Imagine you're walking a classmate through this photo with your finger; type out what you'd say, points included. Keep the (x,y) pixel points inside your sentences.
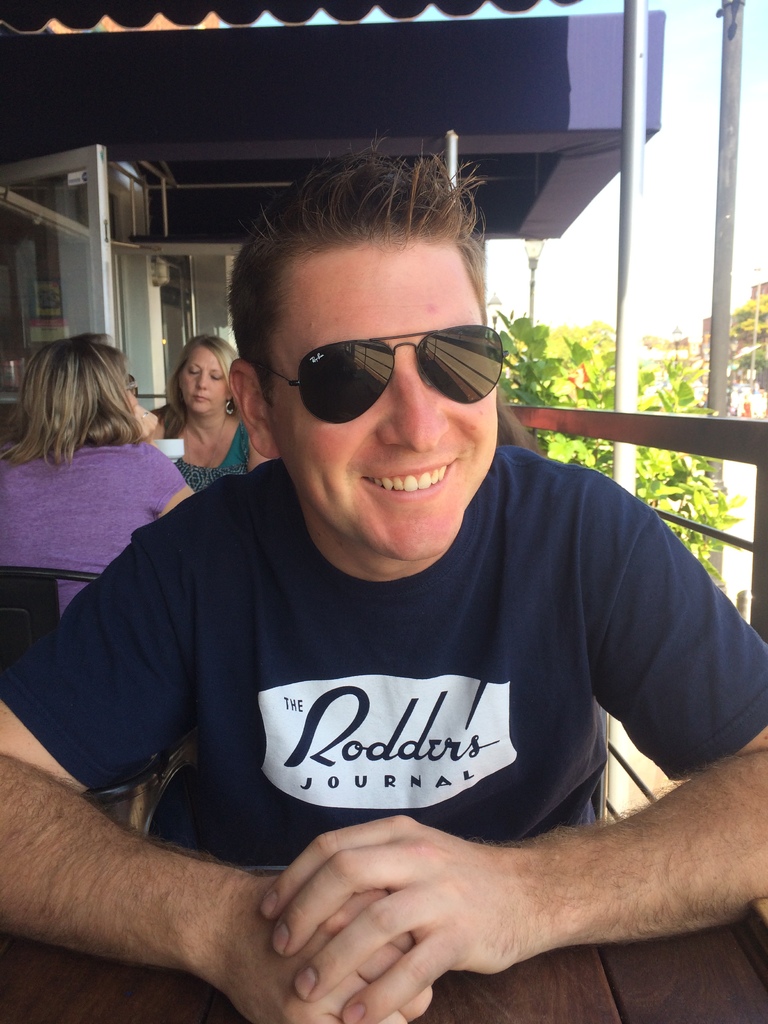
In this image we can see a man (300,626) sitting beside a table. On the backside (55,352) we can see two women (65,347) sitting on the chairs (49,608). In that we can see a woman (76,351) holding a cup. We can also see a fence (761,623), window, poles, some plants (530,351), a roof (336,145) and the sky (667,271).
